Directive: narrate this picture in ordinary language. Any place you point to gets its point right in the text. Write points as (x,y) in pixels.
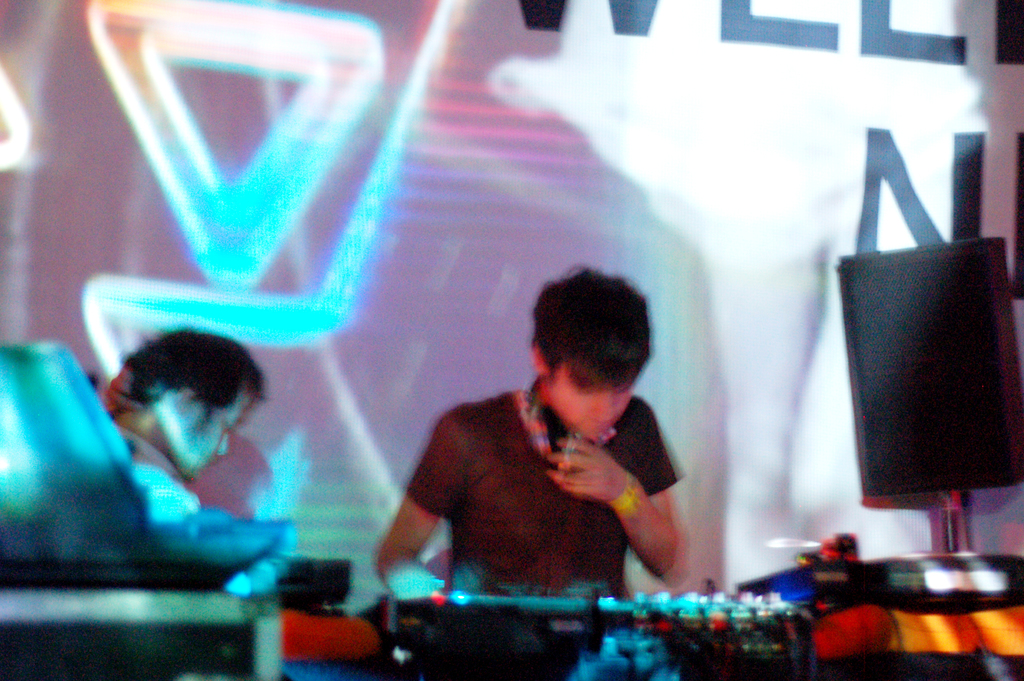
In this image I can see a few people (626,431) standing and playing musical instruments (823,564) behind them there is a banner (797,498) on the wall (76,341) and speaker (892,500) to the pole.
